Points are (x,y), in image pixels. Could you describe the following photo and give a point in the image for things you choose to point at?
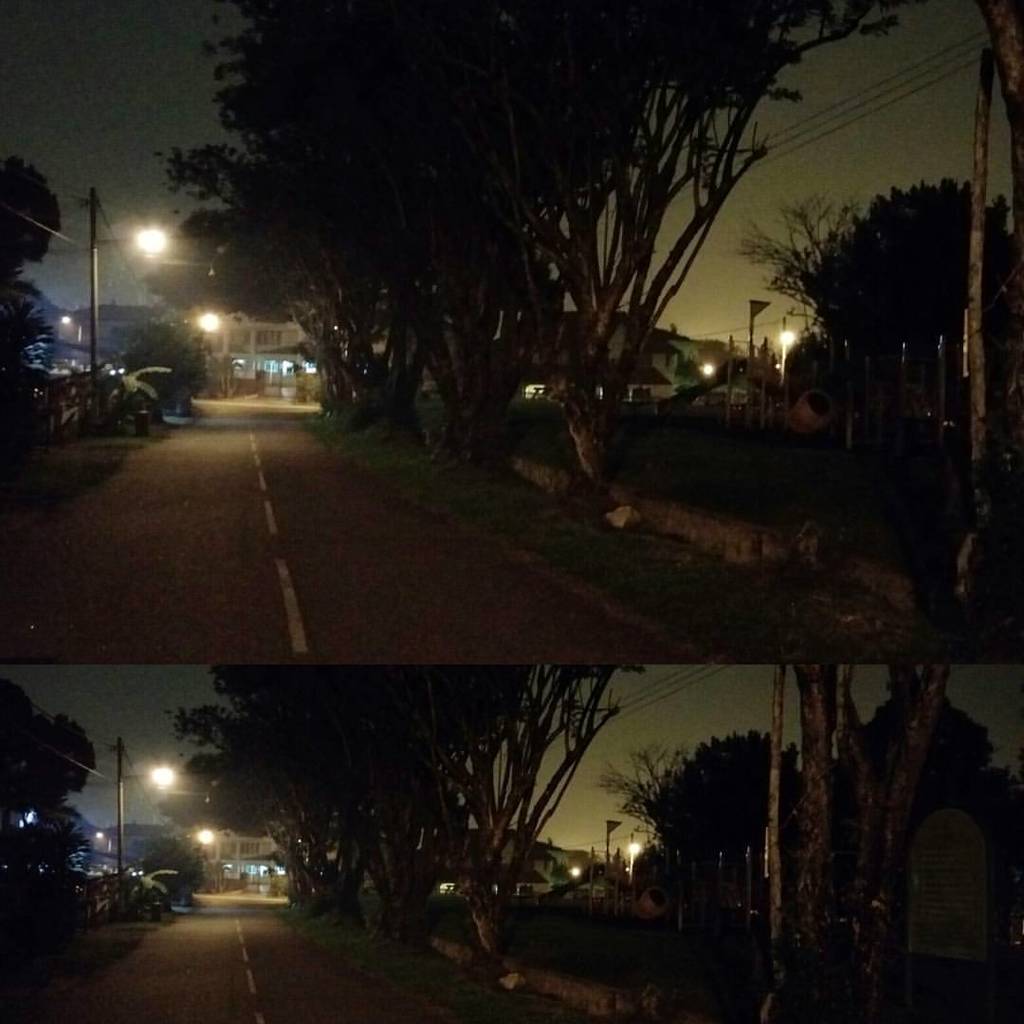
This is an edited image. This image is the collage of two images. In the above image, we see the road (333,563) and the grass (644,459). On the right side (1012,478), we see the trees (526,281), poles (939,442) and street lights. On the left side (110,406), we see the trees (9,232), electric pole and wires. There are trees (40,351), street lights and the buildings (242,346) in the background (172,353). At the top (55,29), we see the sky (157,48). At the bottom (381,786), we see the road (260,952), grass (509,915), trees (503,884), poles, street lights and buildings (545,858). On the right side (938,858), we see a board (939,866) in dark green color with some text (918,937) written on it.
